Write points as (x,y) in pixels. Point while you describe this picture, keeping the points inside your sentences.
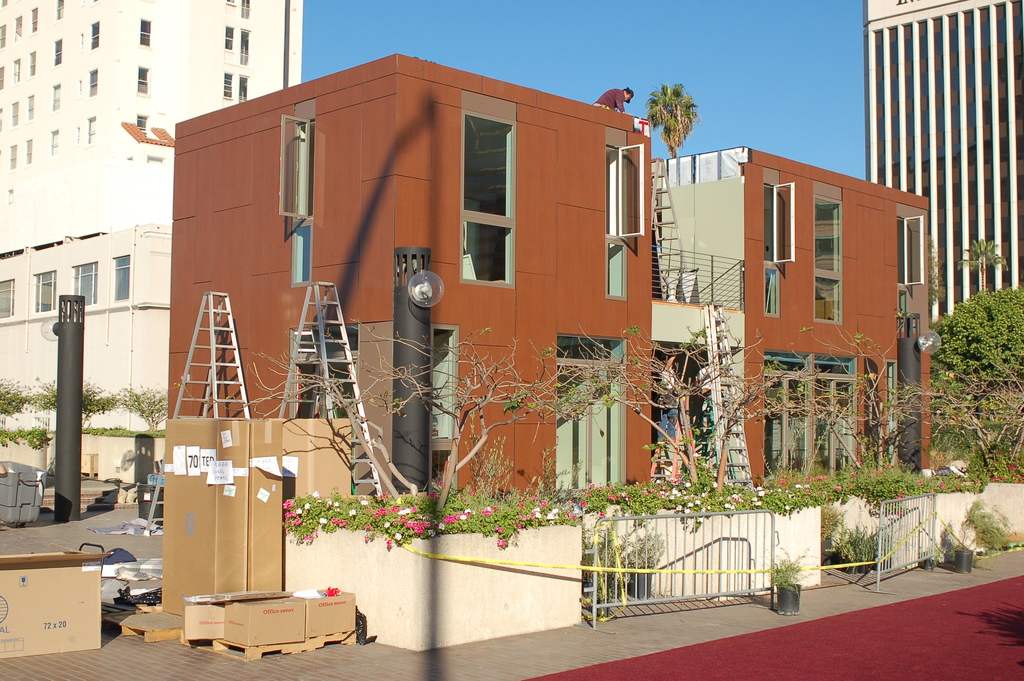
In this image I see number of buildings (745,271) and I see few ladders (212,344) and I see a person (603,94) over here and I see the path (101,671). I can also see the plants (679,484) on which there are flowers (461,515) which are of white and pink in color and I see number of boxes (202,484) over here and I see few trees (987,351). In the background (500,30) I see the blue sky (600,41) and I see black poles (66,382) over here.
